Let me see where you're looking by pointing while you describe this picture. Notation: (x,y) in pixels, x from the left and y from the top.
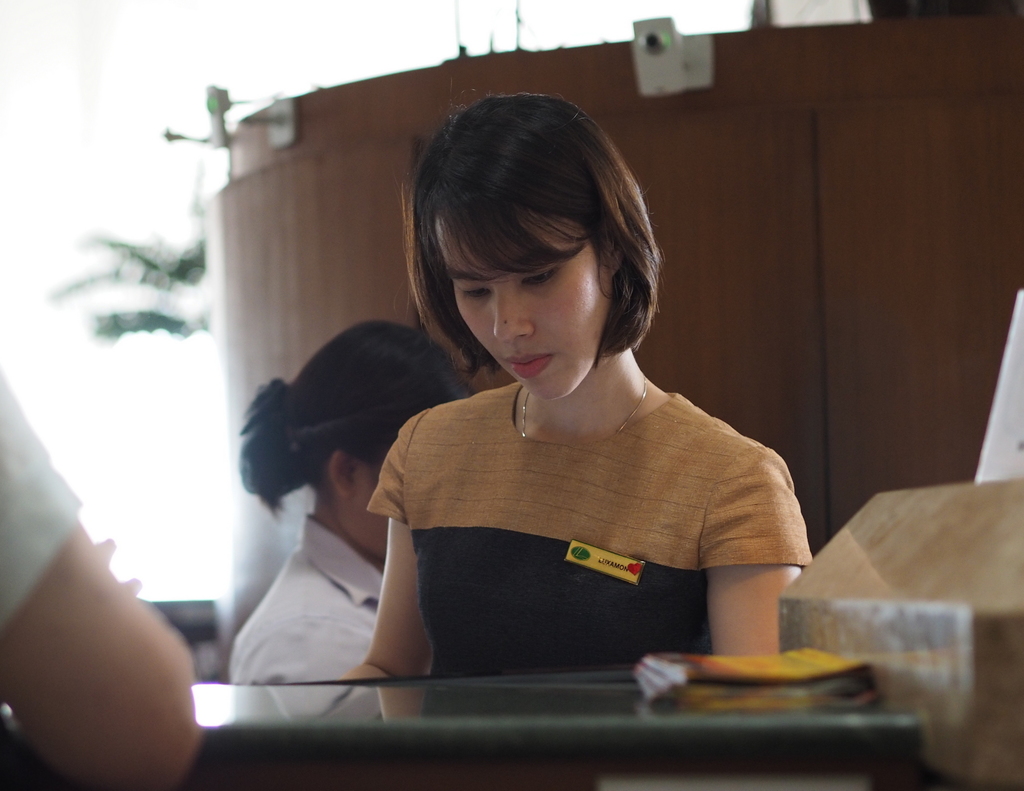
This picture describes about few people (456,619), in the middle of the given image in front of a woman (521,589) we can see a book (796,680) on the table (424,709), in the background (169,322) we can see couple of plants (165,299).
